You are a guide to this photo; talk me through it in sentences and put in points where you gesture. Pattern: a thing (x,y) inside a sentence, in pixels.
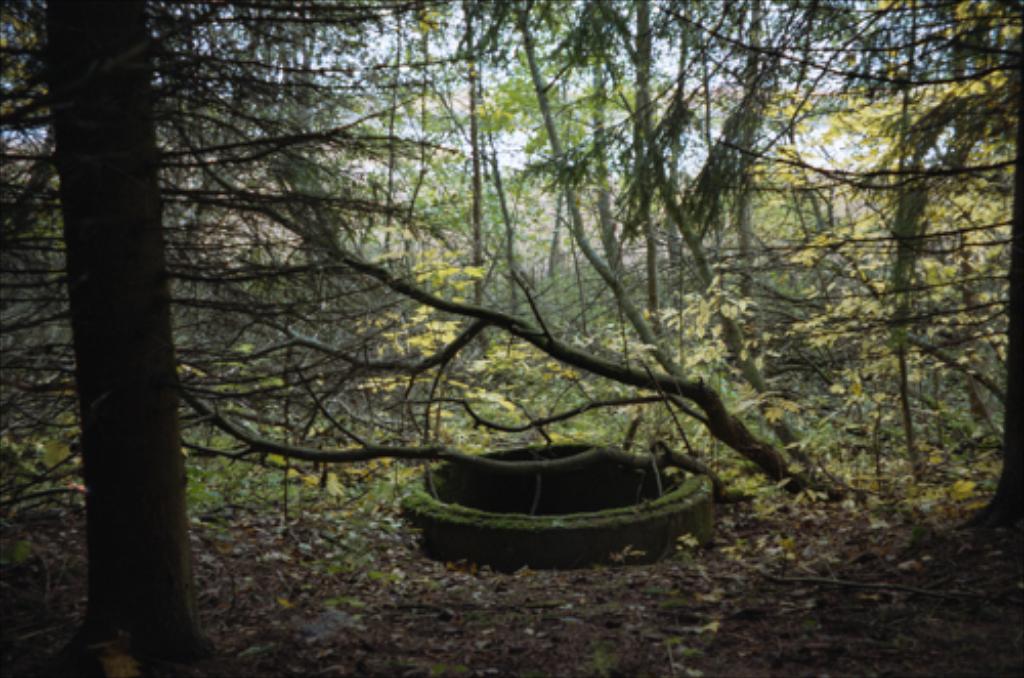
On the left side (147,548), there is a tree (134,175). In the background (436,65), there are plants (844,444), trees (647,78) and there is sky (429,76).
